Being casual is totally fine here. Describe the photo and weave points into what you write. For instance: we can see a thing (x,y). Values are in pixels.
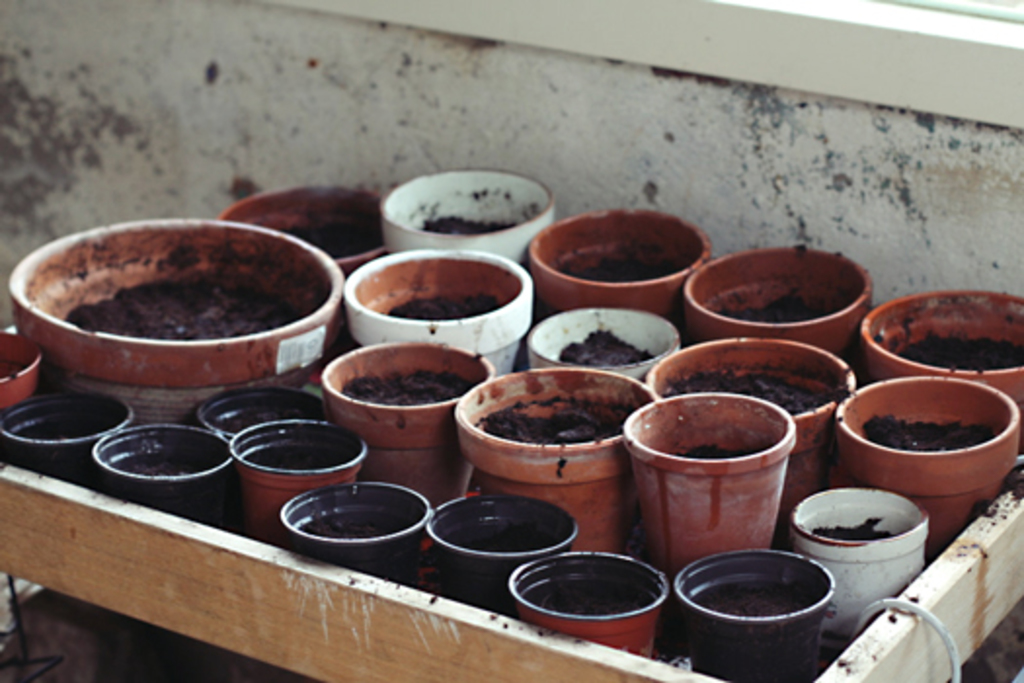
In this image we can see flower pots (579,600). In the background (648,153) there is wall (440,82).
